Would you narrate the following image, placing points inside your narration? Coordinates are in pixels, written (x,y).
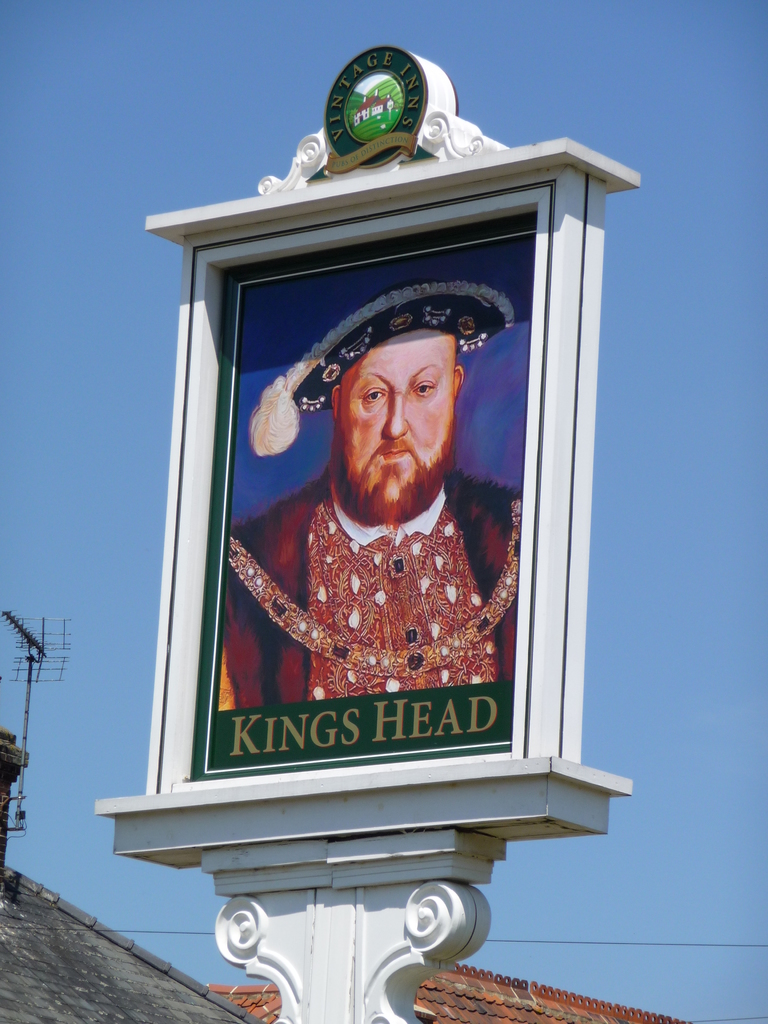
In this image there is a picture frame (435,636) of a person (358,638), behind the picture frame (300,811), there is an antenna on a building (140,987).
